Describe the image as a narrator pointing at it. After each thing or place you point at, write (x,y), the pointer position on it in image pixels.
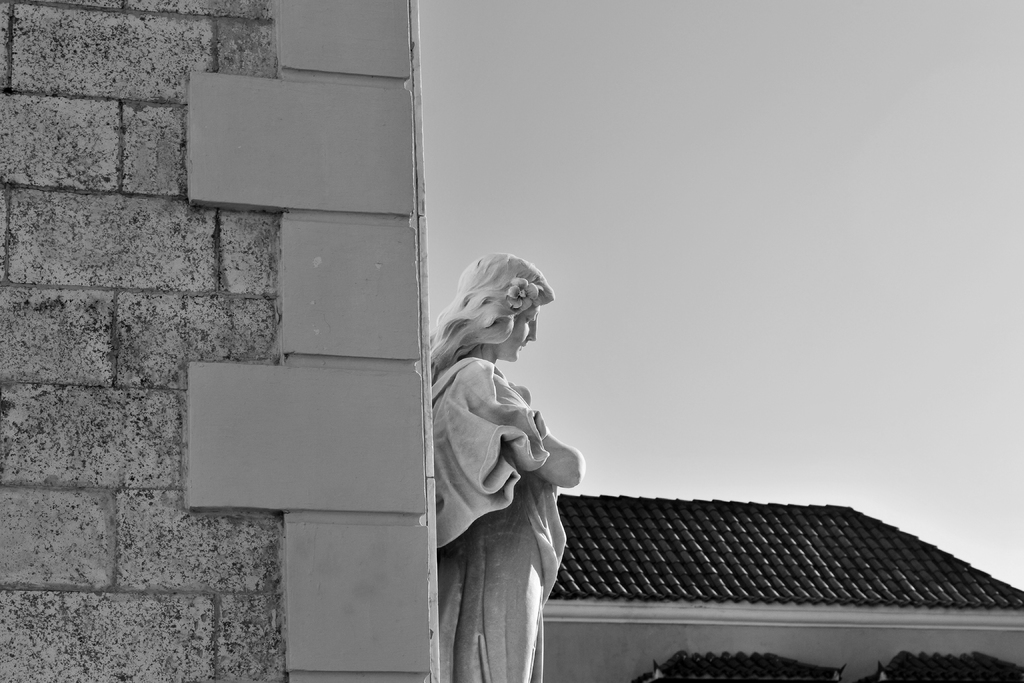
In the middle of the image (456,343), there is a statue (465,394). Beside this statue (468,436), there is a wall (341,151). In the background (661,582), there is a building (659,585) having a roof (724,533) and there is sky (685,90).
